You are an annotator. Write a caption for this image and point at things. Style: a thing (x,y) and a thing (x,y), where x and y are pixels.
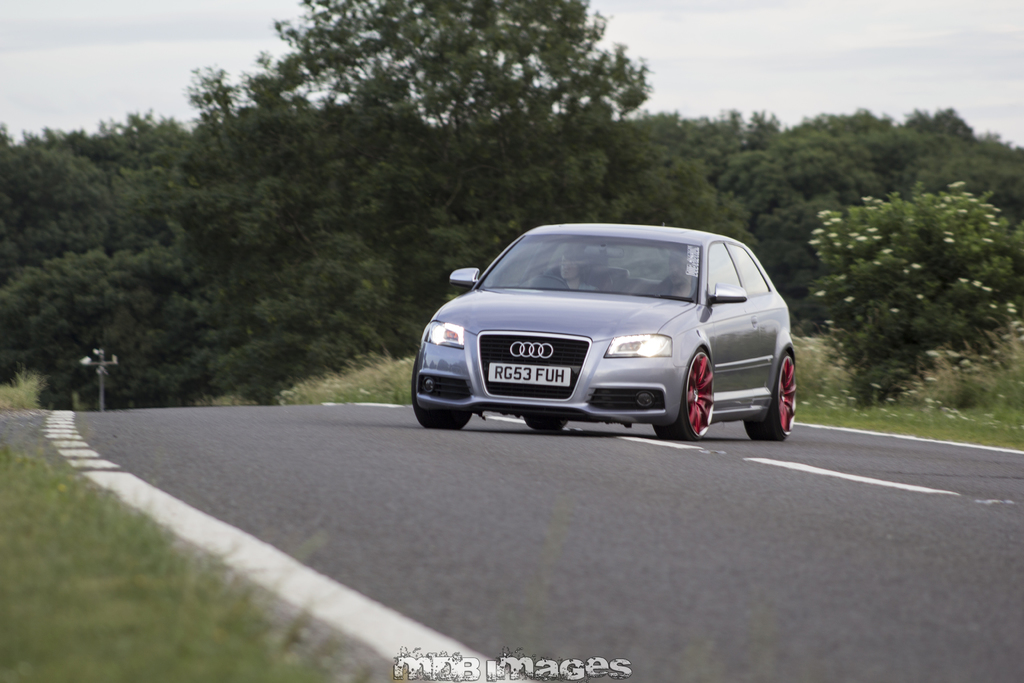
In this picture there is a car (660,321) on the road (434,446) and there are trees (555,176) in the background (598,208).
